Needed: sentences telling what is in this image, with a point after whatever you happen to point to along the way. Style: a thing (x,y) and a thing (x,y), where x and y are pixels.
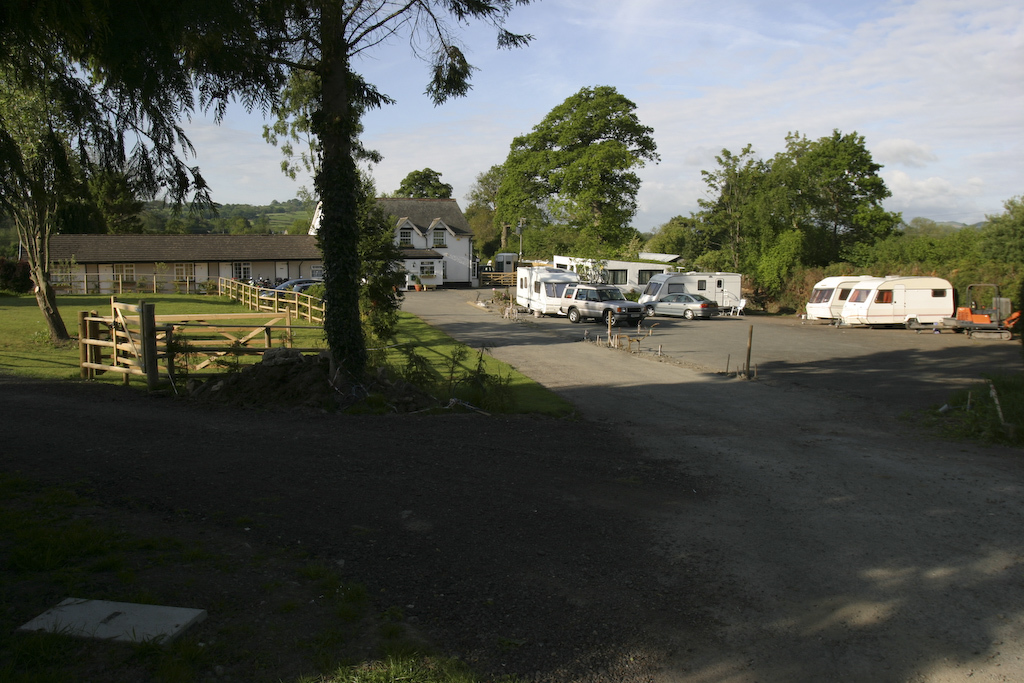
In the image i can see a building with windows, trees (352,351), cars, sticks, grass (13,367), road (566,360).
